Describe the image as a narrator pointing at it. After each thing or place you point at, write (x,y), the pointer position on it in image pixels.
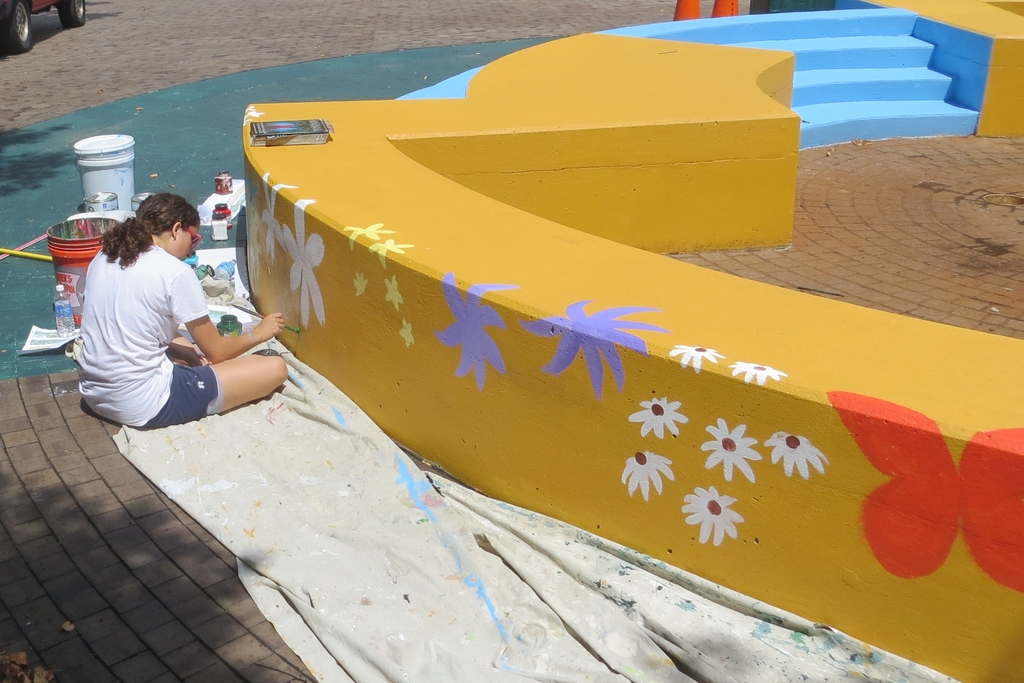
In this picture we can see a person (169,274) sitting and painting on the wall (387,388). We can see an object (317,121) on the wall (257,167). There are a few buckets (136,209), bottles (227,274) and a white cloth (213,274) is visible on the path (199,593). We can see a vehicle (23,3) on the top left (37,2) and a few dry leaves (41,674) in the bottom left (41,674).
